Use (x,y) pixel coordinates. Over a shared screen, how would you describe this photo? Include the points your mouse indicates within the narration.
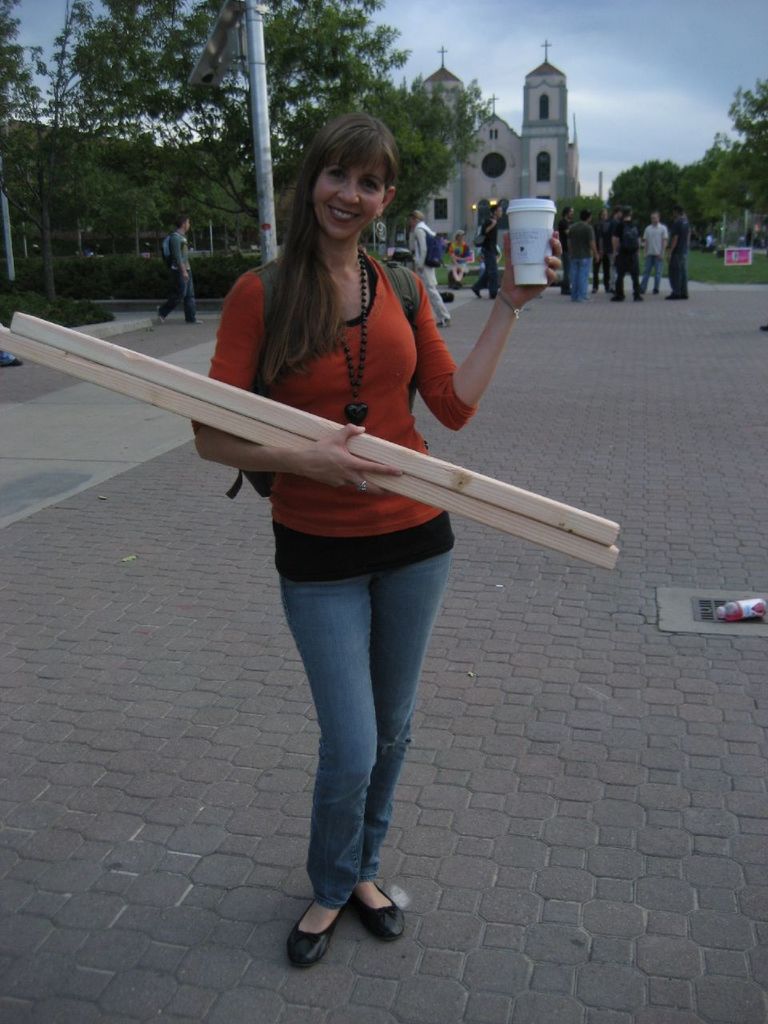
This is an outside view. Here I can see a woman (342,469) holding wooden sticks (403,465) and a cup (530,230) in the hands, standing on the road (457,653), smiling and giving pose for the picture. In the background (565,224) there are some more people (615,265) standing and few people (189,269) are walking and also there are some trees (701,189), a pole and a building (523,163). At the top of the image (542,39) I can see the sky (551,32).
